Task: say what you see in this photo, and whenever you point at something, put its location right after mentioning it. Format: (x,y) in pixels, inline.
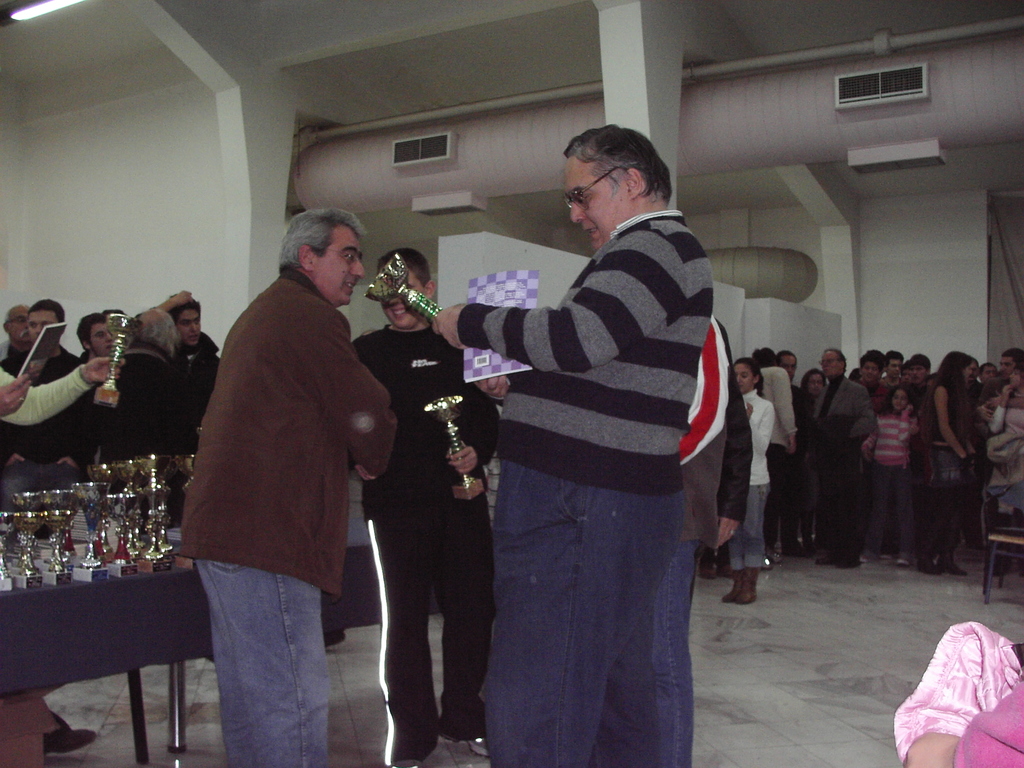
In this picture we observe several people (732,395) standing in the queue and are receiving awards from a person (655,420). In the background (103,569) we observe awards (123,506) placed on the desk (129,598).
